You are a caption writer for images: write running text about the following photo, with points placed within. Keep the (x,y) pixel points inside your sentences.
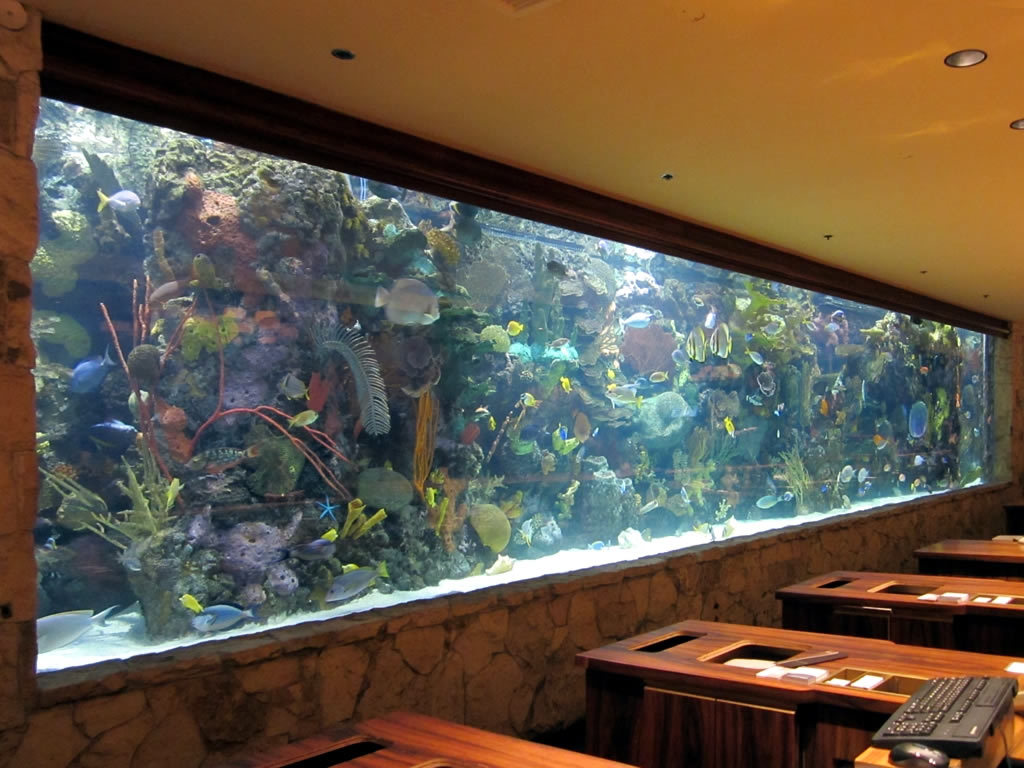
In this image I can see a aquarium (516,514). In front (687,754) there are tables (837,636). On table (1023,736) there is a keyboard (973,733) and a mouse (911,753). In aquarium (381,369) there are fishes (291,383) and a water (424,327). There are different types of stones (680,406).
